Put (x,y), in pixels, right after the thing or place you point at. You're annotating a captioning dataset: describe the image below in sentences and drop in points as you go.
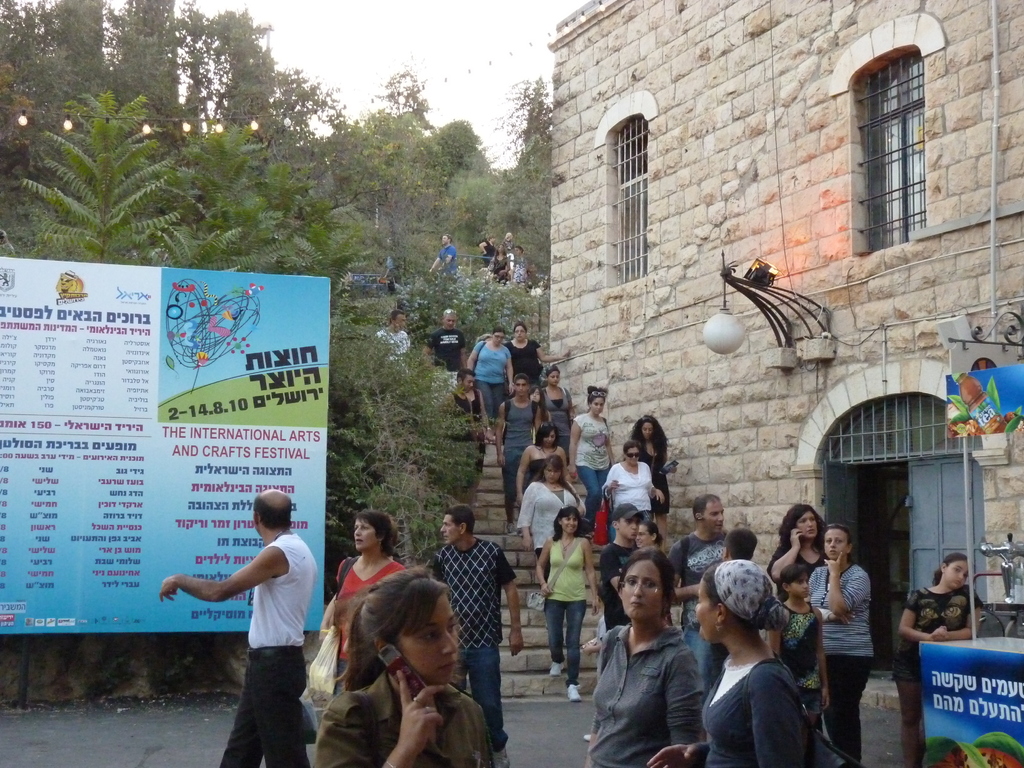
In this image I can see number of people (473,725) are standing. I can also see a board (272,336), stairs (478,516), number of trees (295,266), lights (735,279), a building (710,219) and here I can see a stall (967,665). I can also see something is written on this board (99,456).
